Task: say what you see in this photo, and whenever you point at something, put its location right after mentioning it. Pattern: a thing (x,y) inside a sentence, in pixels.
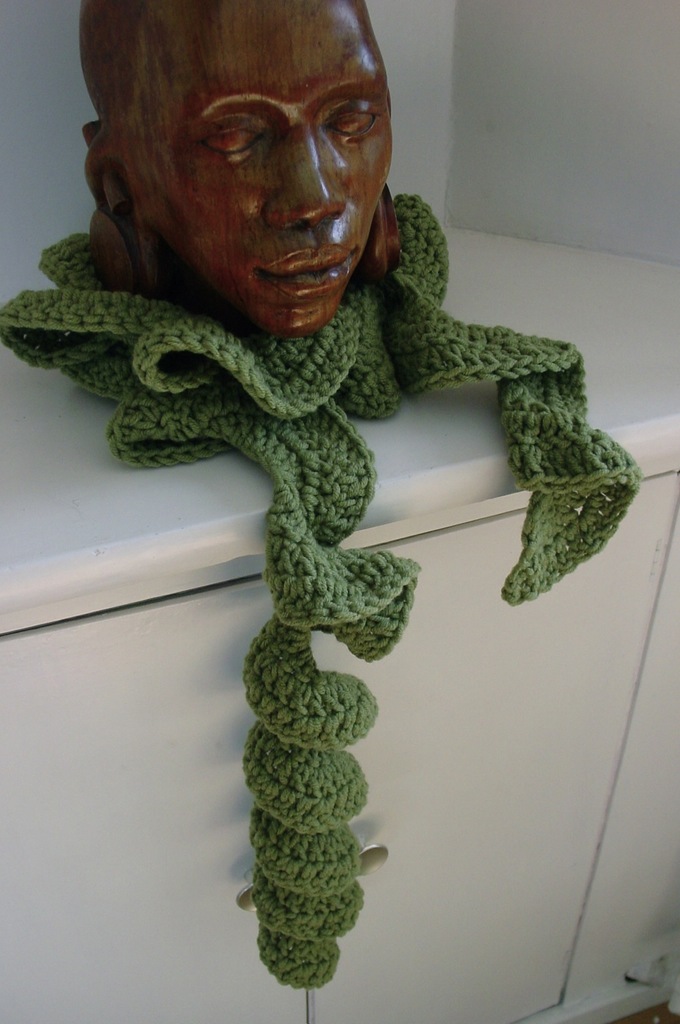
In this image we can see a statue of person (264,211) kept on a cloth (153,343) which is placed on a cupboard (634,345).
